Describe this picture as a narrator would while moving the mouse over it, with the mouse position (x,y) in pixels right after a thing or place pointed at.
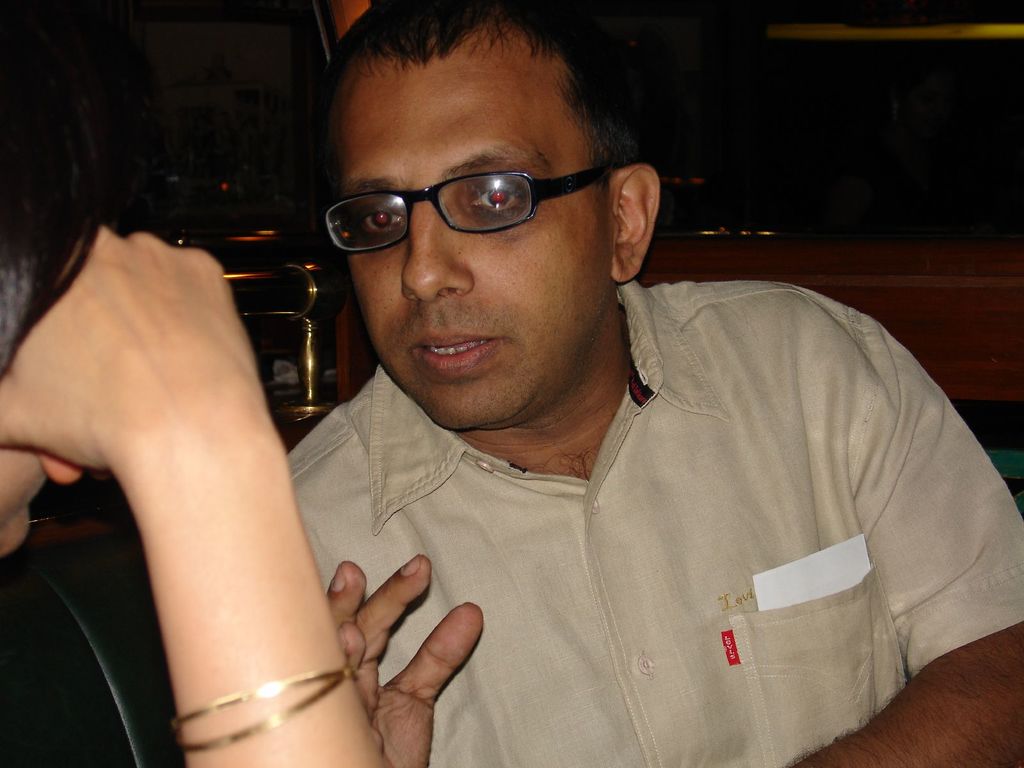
There is one person (699,491) in the middle of this image (545,453) is wearing spectacles (436,196). There is one other person (128,411) on the left side of this image (171,469). It seems like there is a wooden thing (916,289) in the background (954,331).
